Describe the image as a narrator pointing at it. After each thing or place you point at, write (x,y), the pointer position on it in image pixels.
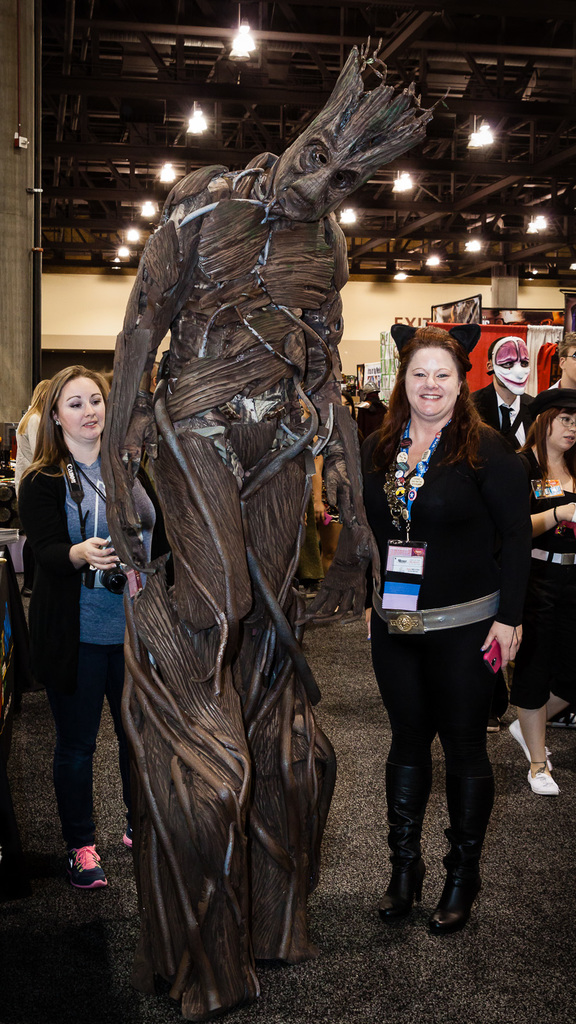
There is a statue (209,464). Near to that persons (101,530) are standing. Lady (102,534) on the left (99,576) is wearing a camera (111,584). Other lady (460,531) is wearing a tag (398,566) and holding a mobile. On the ceiling (412,254) there are lights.
